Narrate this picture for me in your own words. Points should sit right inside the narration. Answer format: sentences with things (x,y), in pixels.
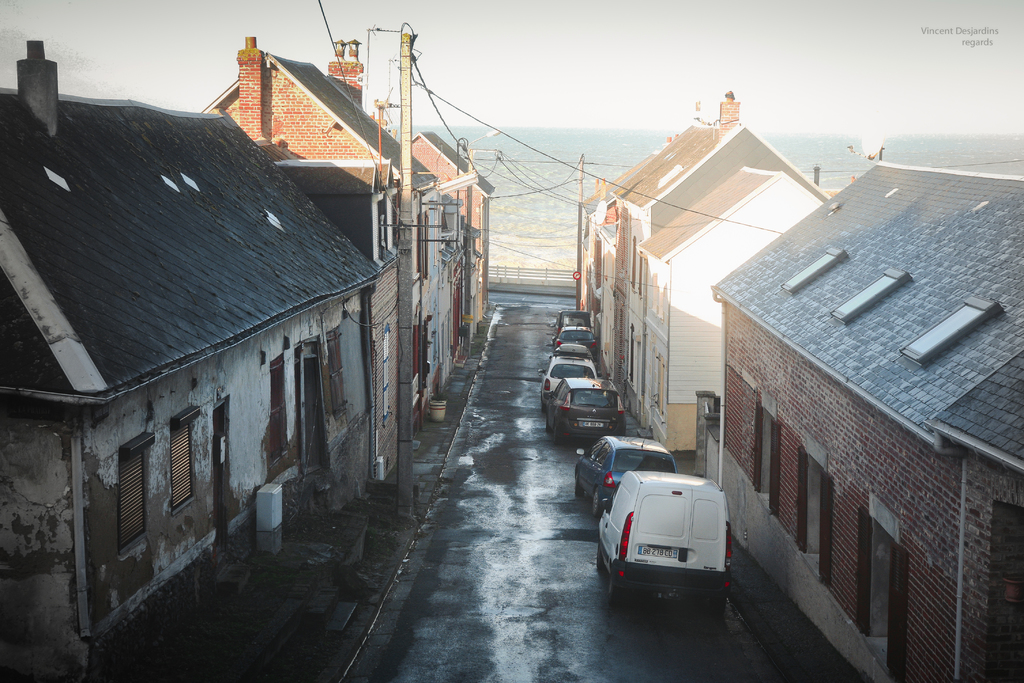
In this picture, there is a road (452,490) in the center (523,326). On the road (501,511), there are vehicles (689,549) which are facing backwards. On either side of the road (634,611), there are houses (706,278) with bricks (900,455) and roof tiles (1021,416). In the background (489,64), there is an ocean (578,151) and a sky (497,83).
